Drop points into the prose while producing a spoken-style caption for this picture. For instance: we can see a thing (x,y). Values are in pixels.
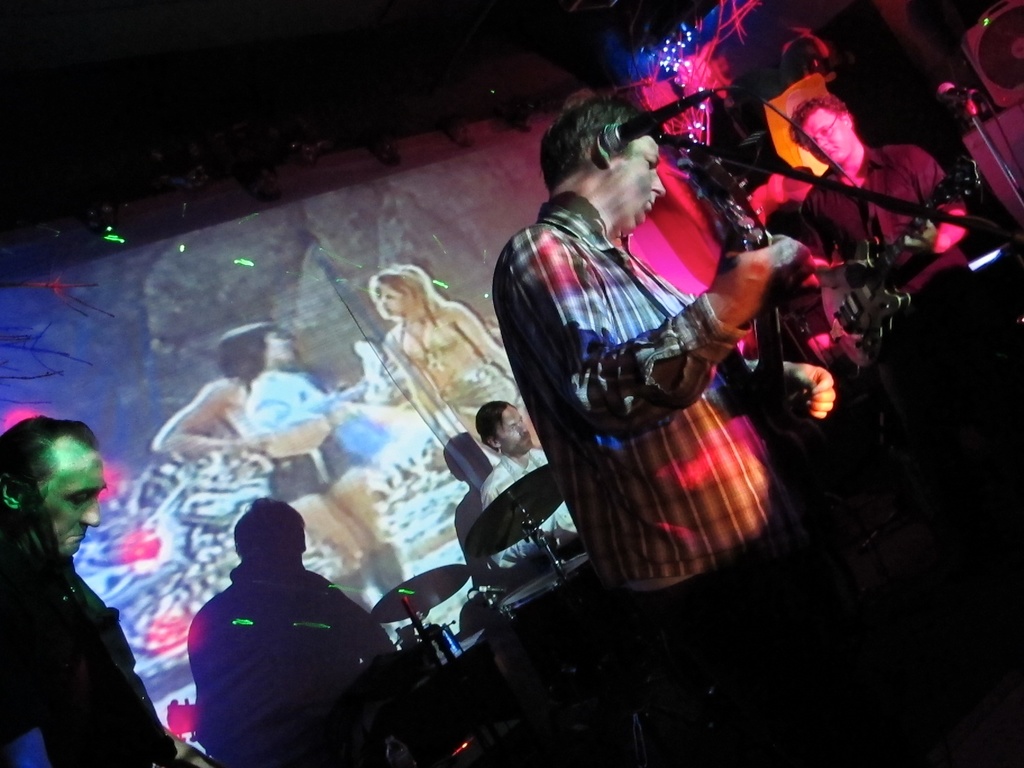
there is a man (710,482) holding a guitar (720,196) and behind him there are a few other men (61,691) holding musical instruments (552,640) and two other girls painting on the wall (123,587).
